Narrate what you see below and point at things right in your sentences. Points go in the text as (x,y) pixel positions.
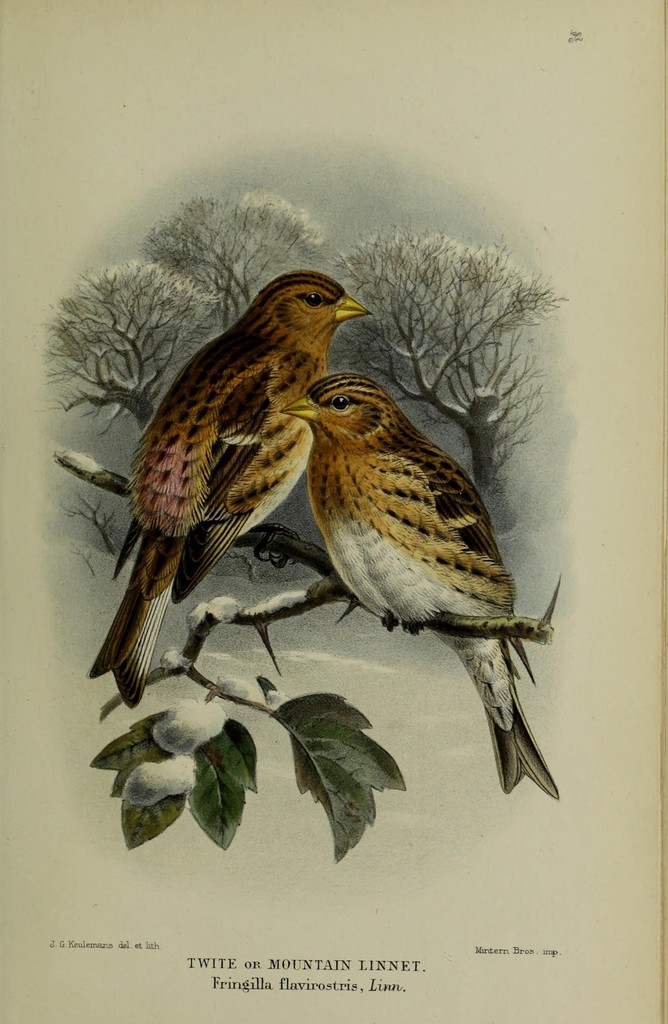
In the image we can see a paper (300,104), on the paper (493,462) there is a painting (333,215).
